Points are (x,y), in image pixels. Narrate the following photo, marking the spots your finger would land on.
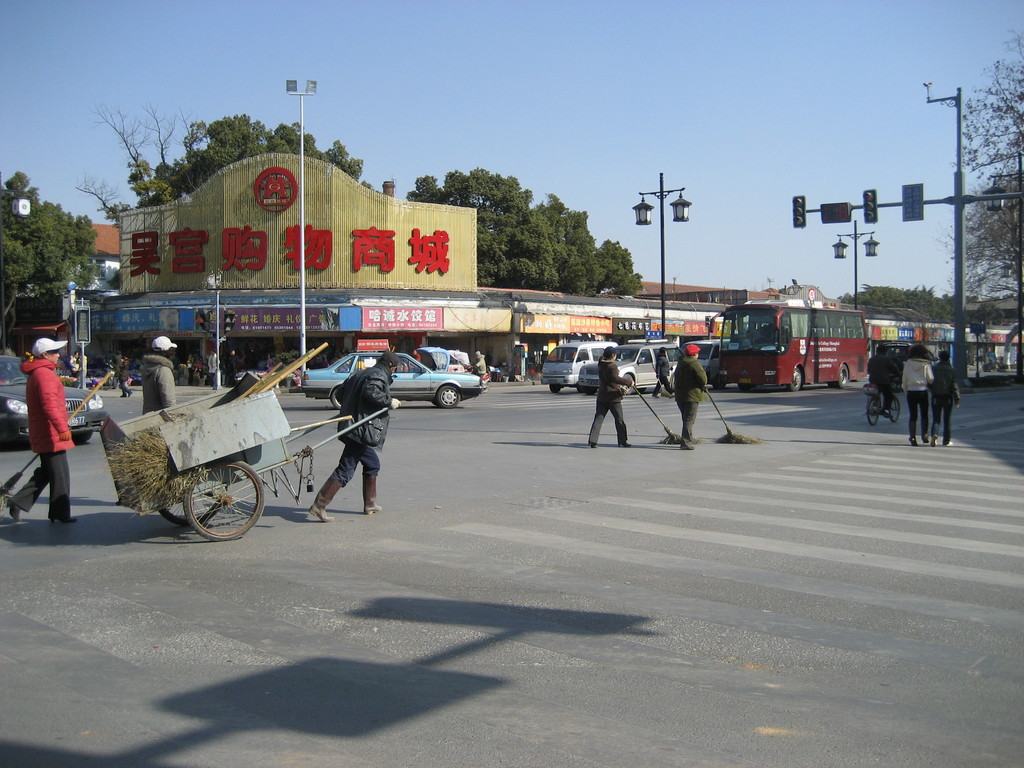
In this picture i can see vehicles (754,382) and bicycle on the road (711,419). In the background (541,314) i can see buildings (322,287) and trees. I can also see street lights (667,192), poles (303,237). I can also see people (376,447) on the road (510,490). Among them few are holding objects (164,466) and wearing caps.
